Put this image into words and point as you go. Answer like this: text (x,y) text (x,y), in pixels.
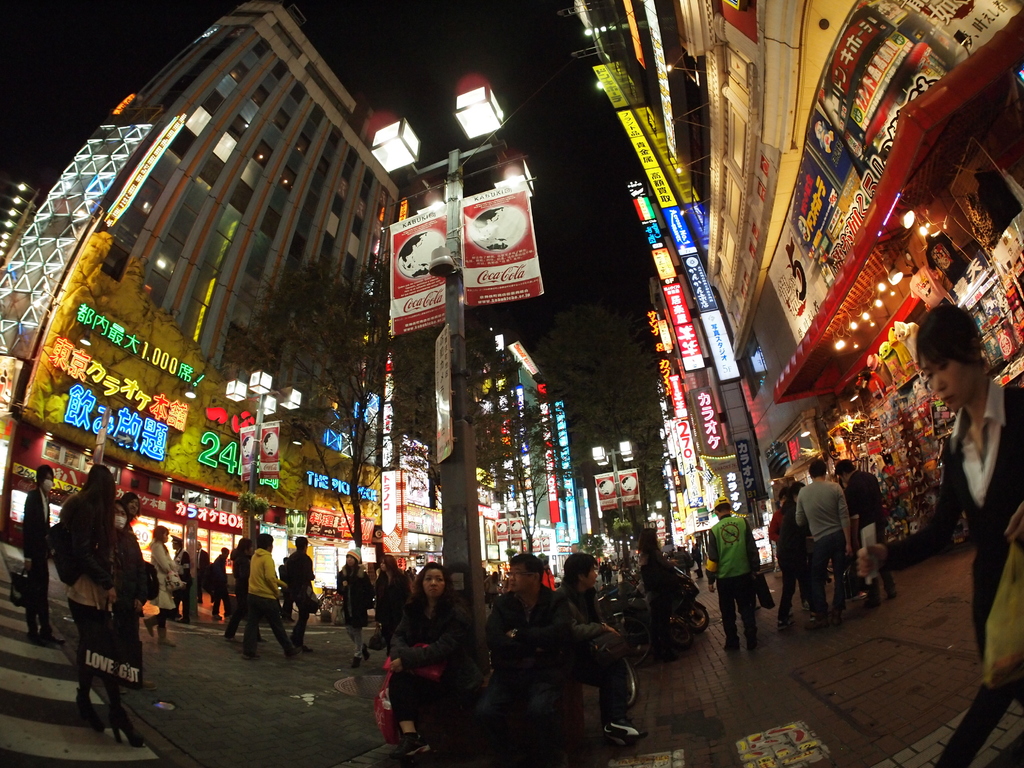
At the bottom of the image (549,632) there are few people (44,596) standing and also there are few people (551,663) sitting on the small walls (462,701). In the image there are few poles (482,616) with lights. In the background (334,236) there are buildings (726,245) with walls (714,123), stores (846,294), posters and name boards (175,505). Also there are many trees (643,404).
